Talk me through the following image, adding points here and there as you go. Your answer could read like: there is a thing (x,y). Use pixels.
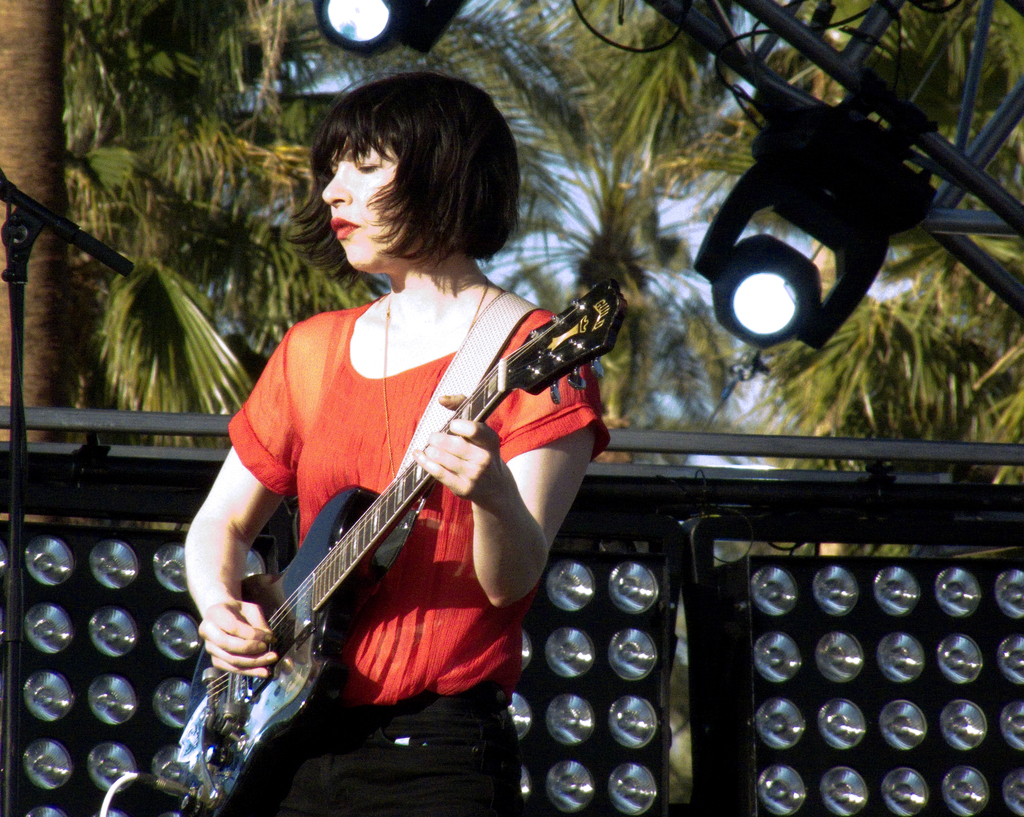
In this image I can see a woman (401,447) wearing red color t-shirt (389,455) and playing the guitar (284,651). In the background (242,321) I can see some lights (708,278) and trees (708,136).
